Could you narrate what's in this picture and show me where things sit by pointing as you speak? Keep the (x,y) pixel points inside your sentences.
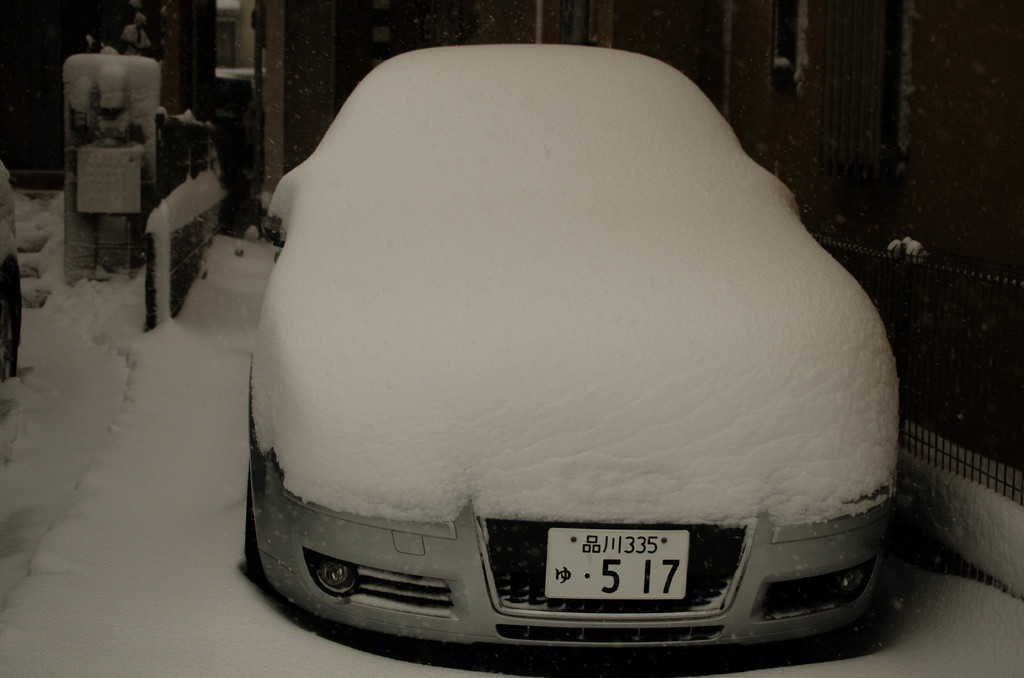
In this image we can see a car (684,375) which is covered with the snow (406,232). We can also see the railing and also some other objects (103,203). At the bottom (200,577) we can see the snow (957,669).
